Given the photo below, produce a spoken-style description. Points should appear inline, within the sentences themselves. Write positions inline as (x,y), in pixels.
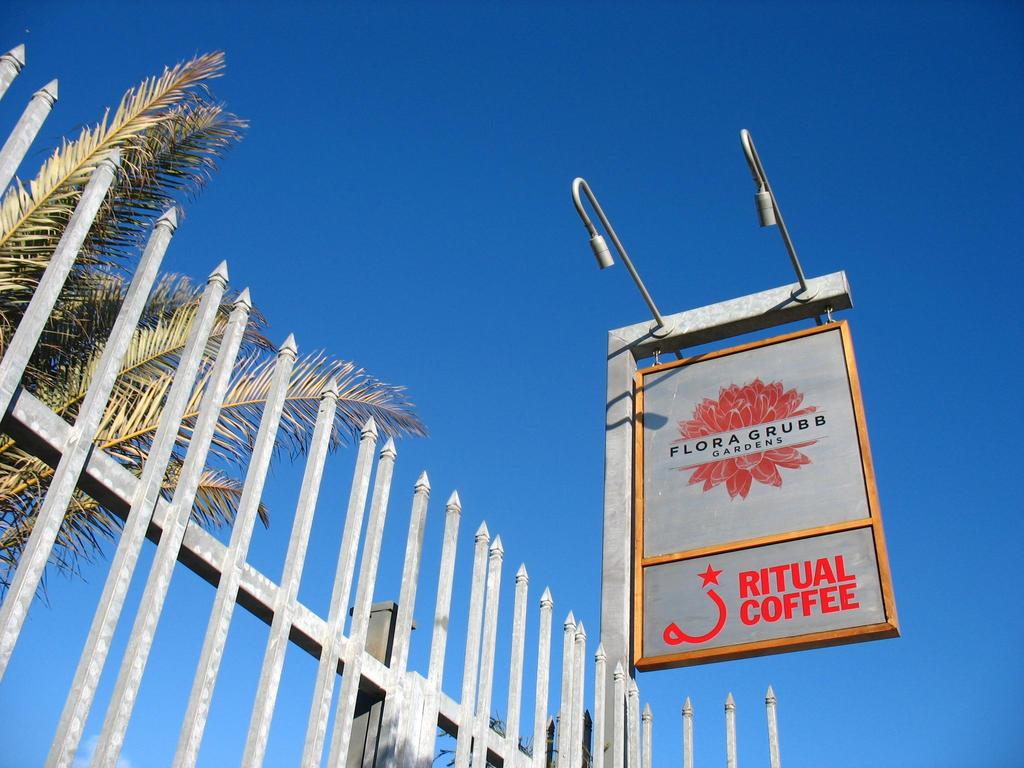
In this image we can see an advertisement board (743,441), street lights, grill (188,485), trees (93,307) and sky (665,692) in the background (665,692).
